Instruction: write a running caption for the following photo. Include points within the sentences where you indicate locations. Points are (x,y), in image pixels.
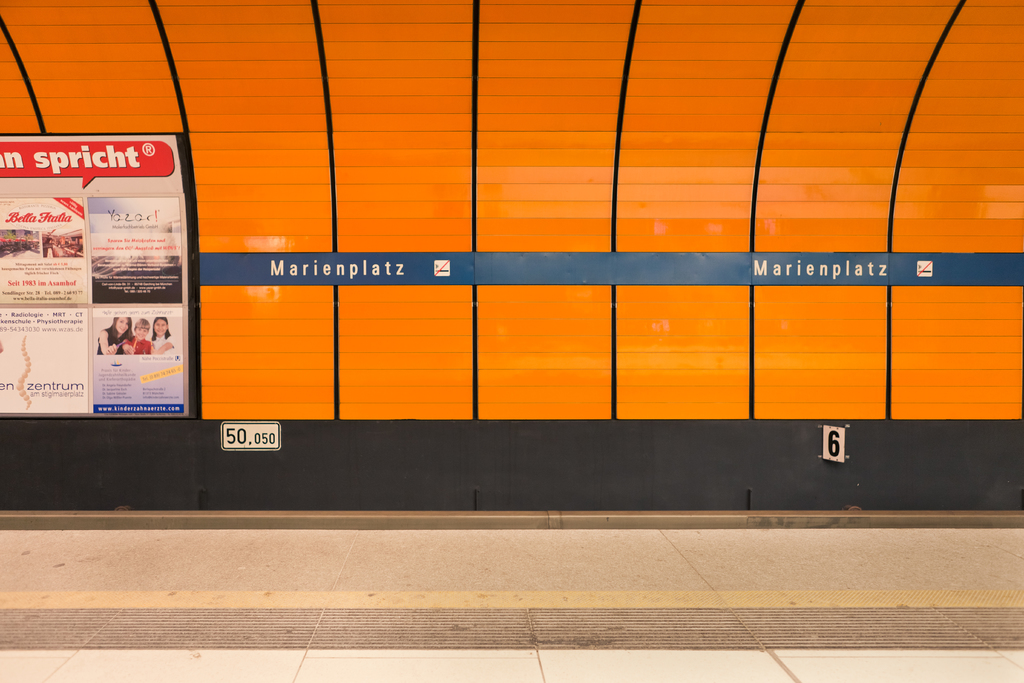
In the picture I can see the train station (715,511). In the foreground of the picture (615,570) I can see the platform (363,550). There is a hoarding (135,275) on the left side (96,296).
